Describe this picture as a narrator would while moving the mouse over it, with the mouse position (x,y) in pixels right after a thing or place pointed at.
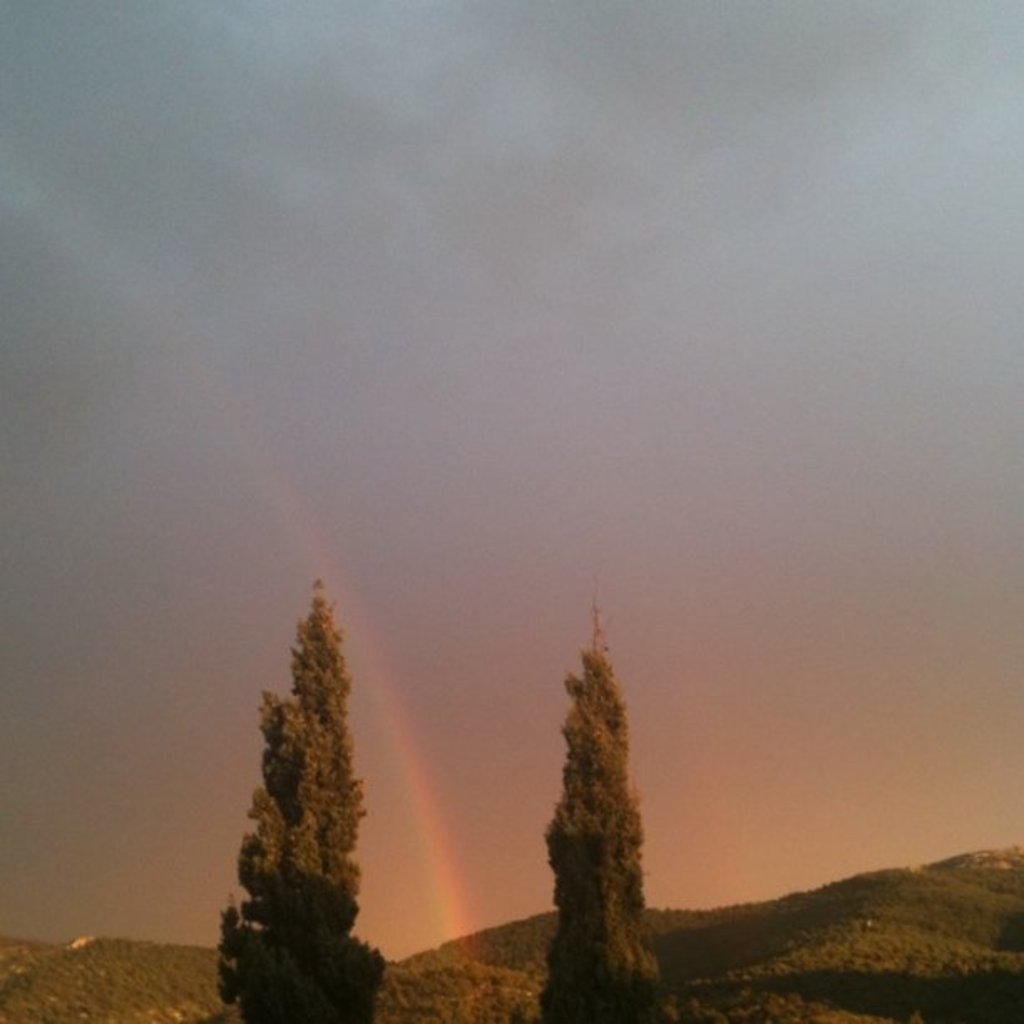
In this image there are trees (591,927), mountains (786,908) and the sky (485,258).
